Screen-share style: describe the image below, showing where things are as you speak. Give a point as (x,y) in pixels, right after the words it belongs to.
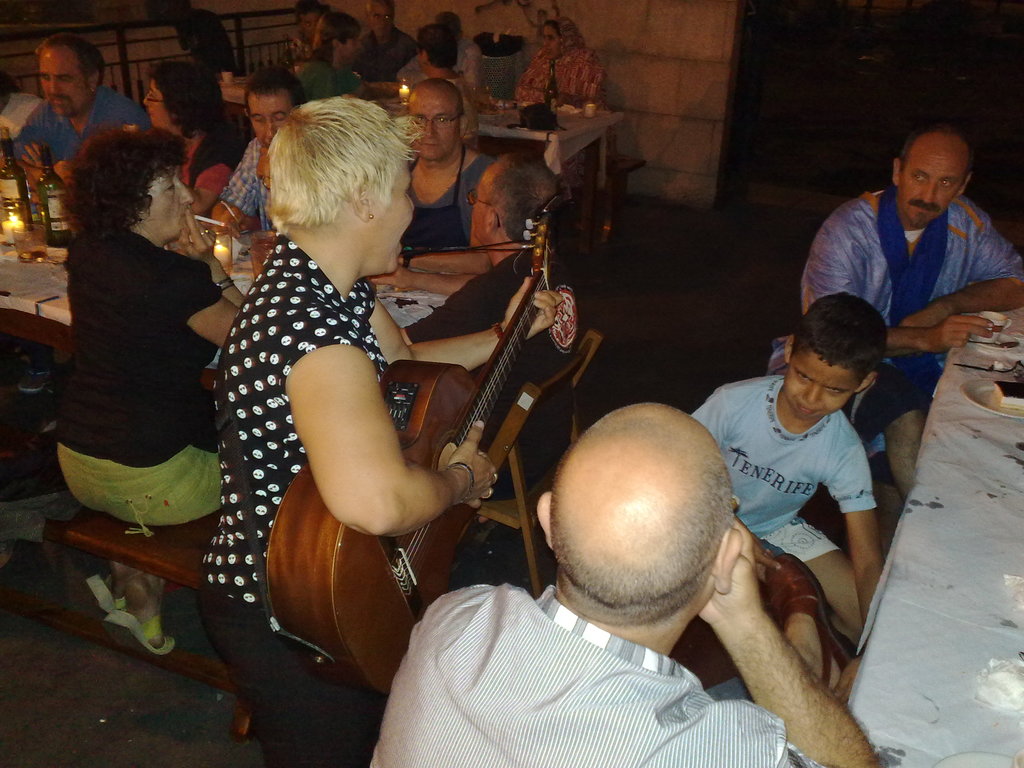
This picture is taken outdoors at night. There are few people (706,531) sitting on chairs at the tables (910,514). On the table (43,307) there are bottles (52,186), candles (14,224), cups (986,313), plates (986,390), spoons (978,366) and food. There is woman (301,683) in the center (361,374) standing and playing guitar (432,394). At the above left corner of the image (118,26) there is railing (121,32) and in the background (683,34) there is wall (703,34).
